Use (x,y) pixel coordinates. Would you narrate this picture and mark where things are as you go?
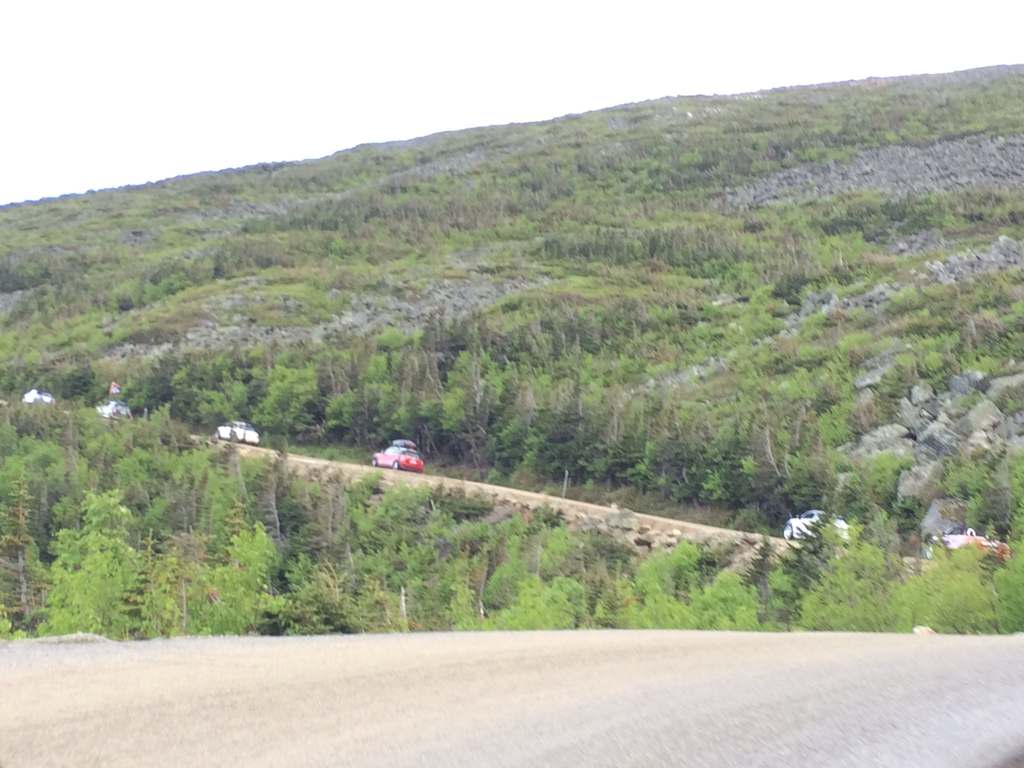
In the foreground of this image (941,705), on the bottom (954,700), there is a road (955,693). In the background (389,529), there are vehicles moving on the road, trees (69,422) and the cliff (741,226). On the top (170,142) there is the sky (144,133).
